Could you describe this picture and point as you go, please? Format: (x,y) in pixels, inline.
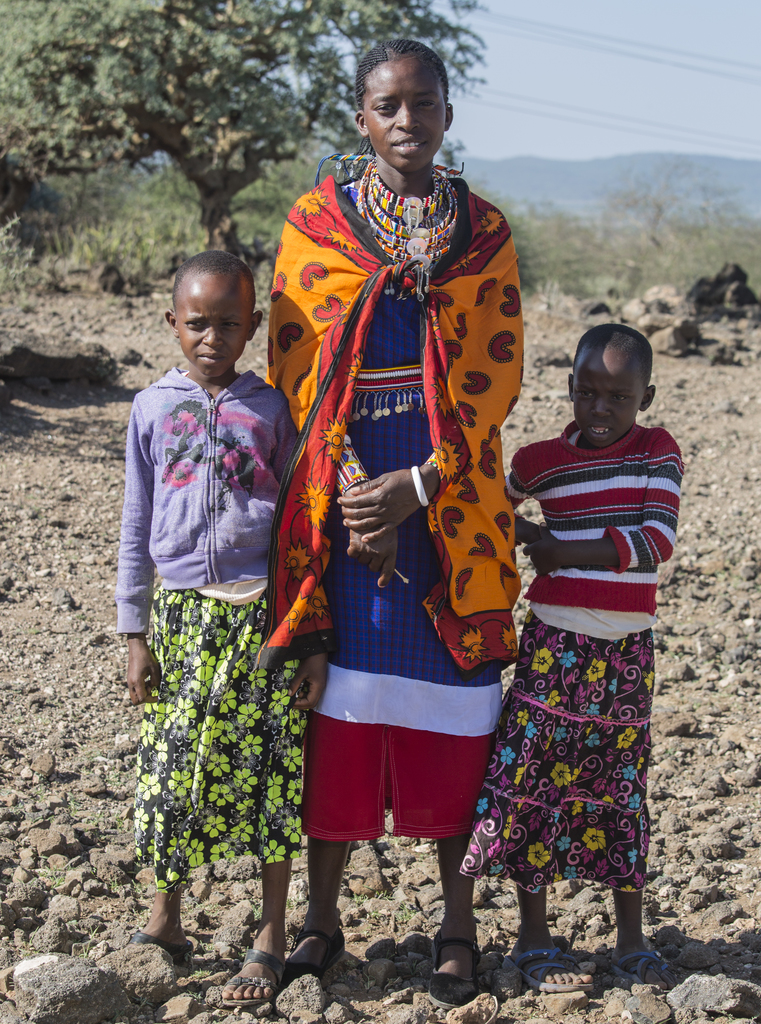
In the center of the image (409,392) we can see persons (312,757) standing on the ground (347,965). In the background (272,138) we can see trees (251,87), stones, hill (604,190) and sky (567,74).
